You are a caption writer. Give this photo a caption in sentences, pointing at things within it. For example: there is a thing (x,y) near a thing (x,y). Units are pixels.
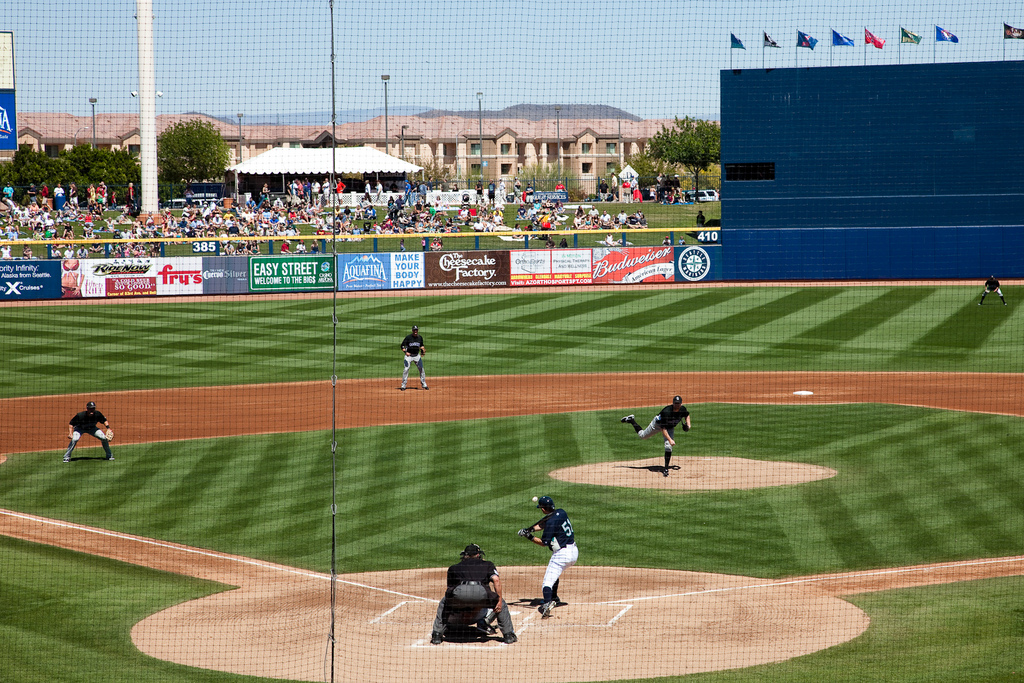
This image is clicked in the ground (531,479). There are some persons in the middle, playing. There are some persons (39,237) sitting in the middle (669,241). There is sky (508,44) at the top (334,42). There is building (462,163) in the middle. There are flags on the right side (767,29).
